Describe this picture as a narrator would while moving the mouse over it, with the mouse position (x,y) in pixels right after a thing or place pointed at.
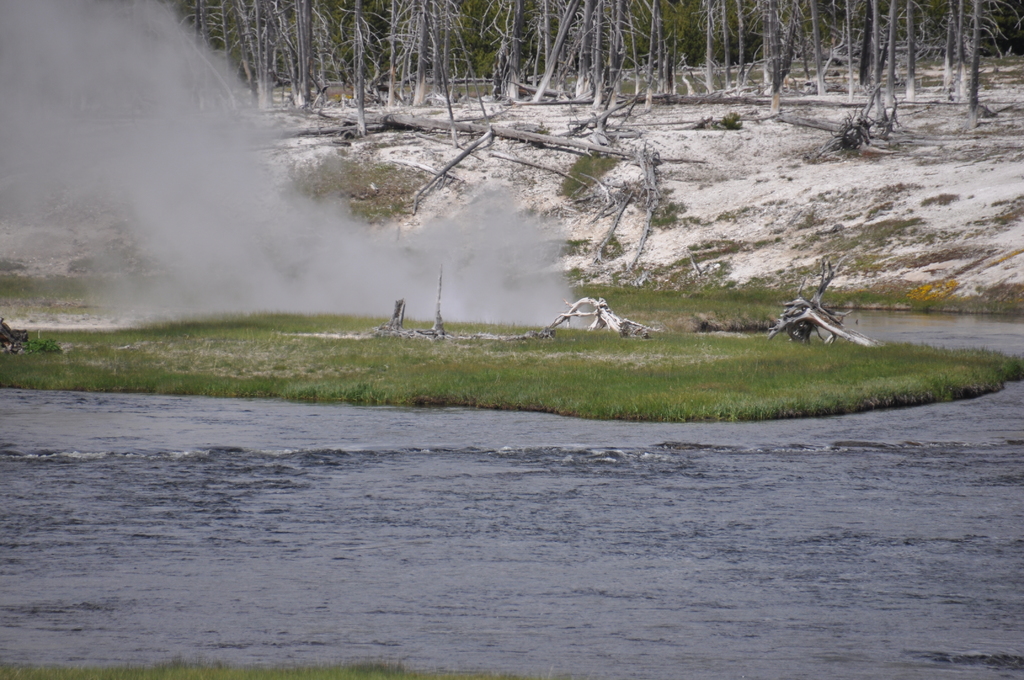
In this image there is water (478,591). There are grass (411,321) and wooden sticks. In the background (680,261), there are trees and white ground (975,217).
